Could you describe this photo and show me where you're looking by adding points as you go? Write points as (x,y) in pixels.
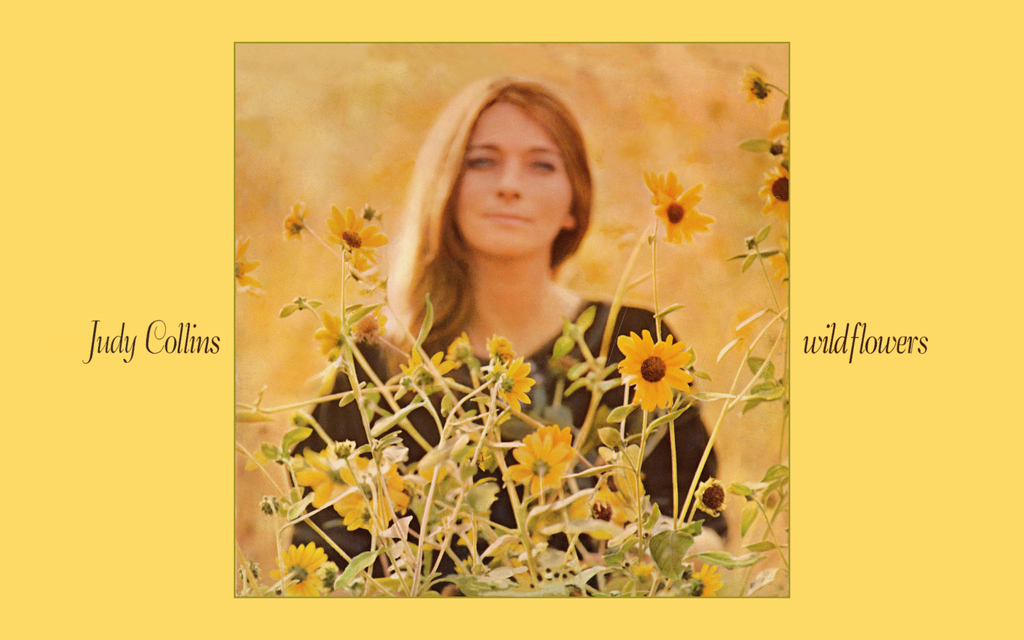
There is a yellow color poster (815,87) having an image (505,208) and texts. In the image, there is a woman (557,239) in a black color dress (379,416). In front of her, there are plants (561,524) having yellow color flowers (407,501). And the background of this image (267,149) is blurred.
